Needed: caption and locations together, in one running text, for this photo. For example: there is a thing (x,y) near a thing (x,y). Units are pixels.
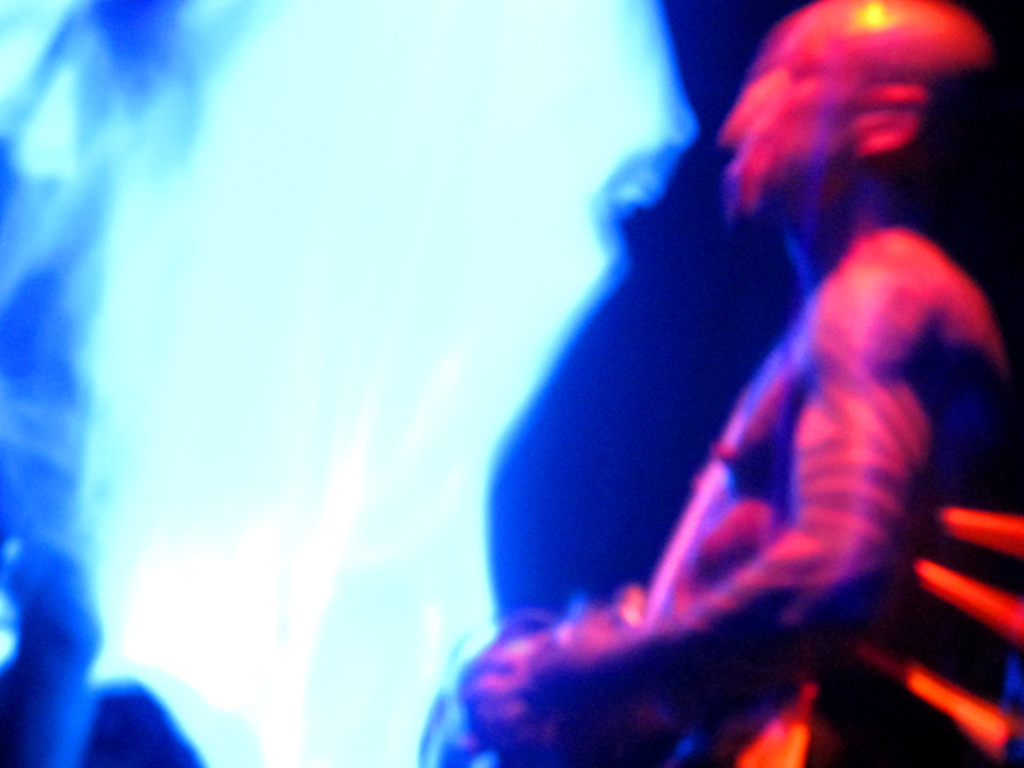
This image is with light effects and on the right (855,401), we can see a person (805,381) standing and holding an object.
